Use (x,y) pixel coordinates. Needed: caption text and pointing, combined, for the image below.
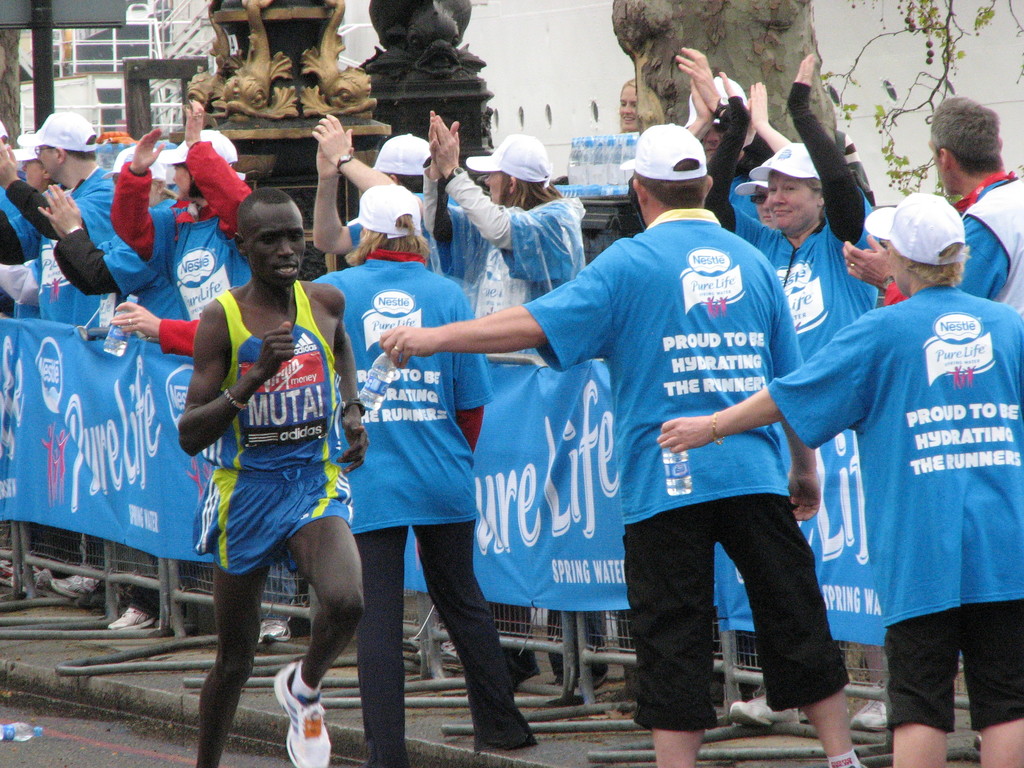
In this image I can see one person (268,430) running. To the side of that person (202,395) I can see the group of people (515,343) with blue color t-shirts (552,327) and caps (395,200). And there is a banner (409,573) attached to the railing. In the background (270,107) I can see the statues (216,118), water bottles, tree (757,64) and the building (87,29).
